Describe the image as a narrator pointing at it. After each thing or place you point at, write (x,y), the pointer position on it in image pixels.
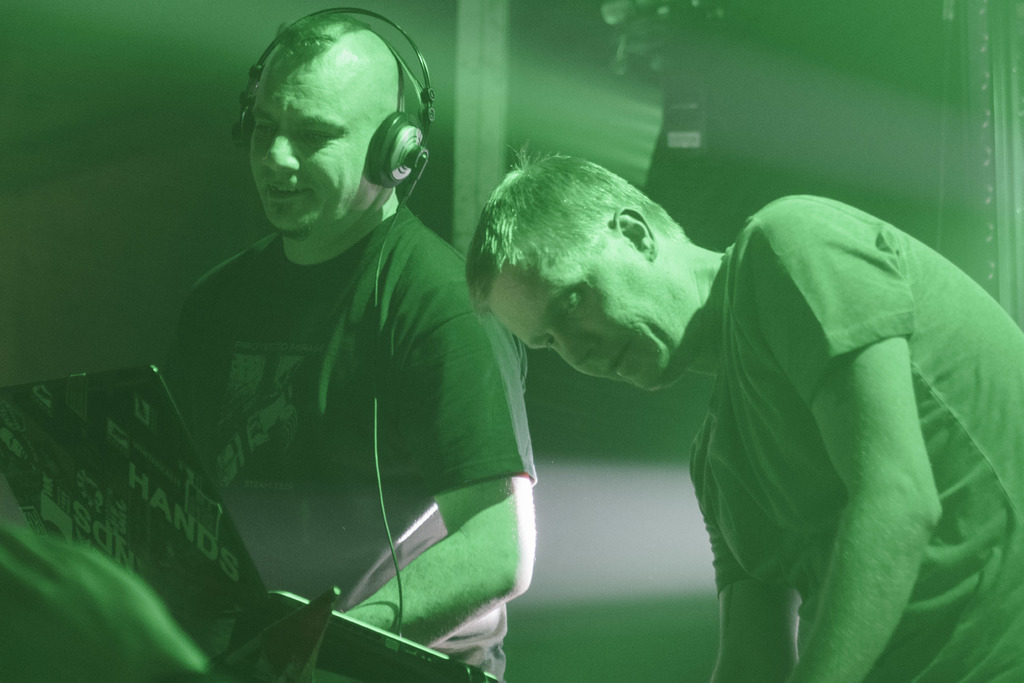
In this picture we can see two people (361,309). This person (402,342) wore a headset (416,183). This person (646,337) is looking at these boards (224,594). Background it is blur.
